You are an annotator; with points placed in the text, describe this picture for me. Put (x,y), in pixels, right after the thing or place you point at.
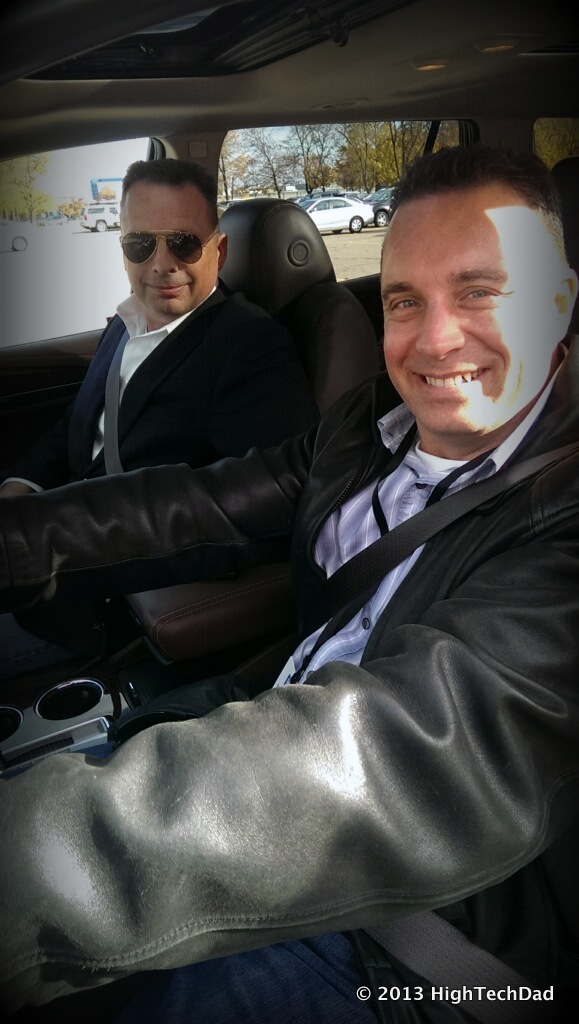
In this picture i could see two persons (354,480) wearing a jacket (525,632) and driving a car (105,642) it is inside the car (394,86), the person (391,521) to the right (430,518) is tagged with the belt (519,480) and the person (163,336) to the left (175,288) is having goggles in the background (347,216) i could see some cars (325,209) parked and some trees (327,170) around.
